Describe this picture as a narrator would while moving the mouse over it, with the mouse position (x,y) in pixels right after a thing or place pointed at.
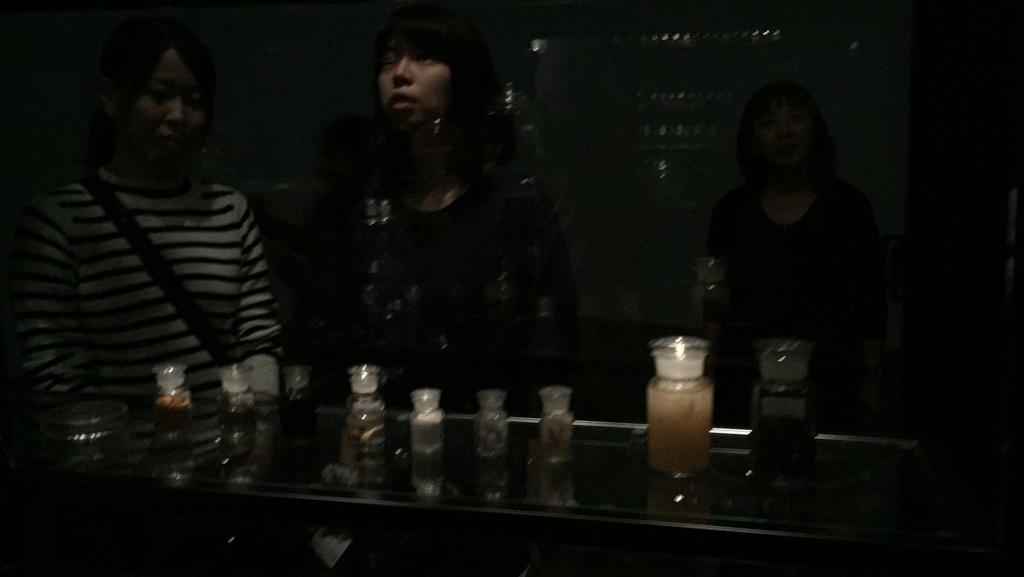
This image is taken in the dark where in the foreground (775,407), on the glass table (555,471) there are jars (701,462) and few small bottles (564,424) are placed on it. In the background (745,224), there are three women (168,250) standing and few reflections (712,268) on the glass (845,63).
